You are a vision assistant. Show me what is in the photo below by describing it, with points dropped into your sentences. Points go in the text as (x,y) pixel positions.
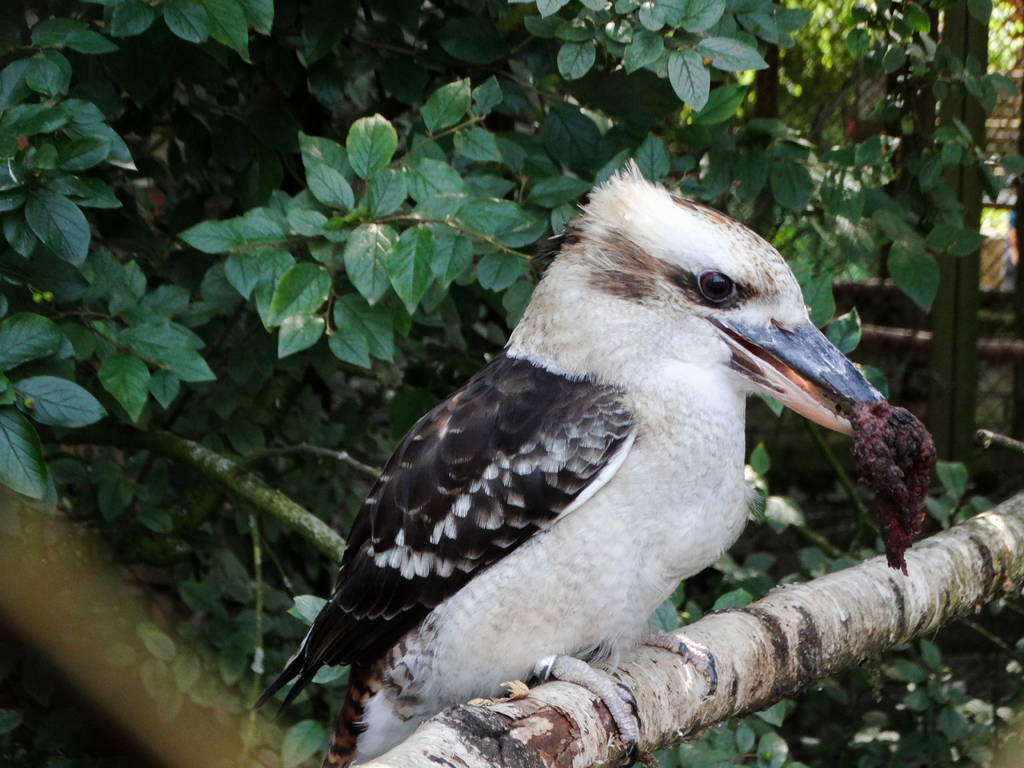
In this image, we can see a bird (669,328). In the background of the image (801,35), we can see some leaves (910,294).
